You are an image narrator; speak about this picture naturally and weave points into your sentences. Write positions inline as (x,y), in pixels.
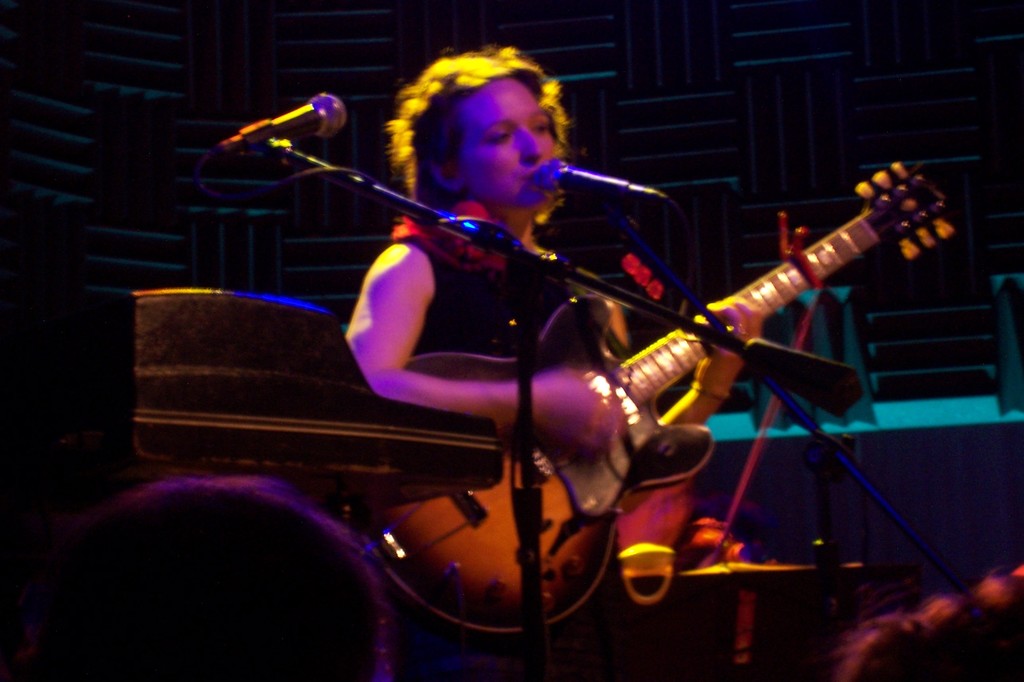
a person (491,168) is singing and playing guitar (829,260). in front of her there are 2 microphones (308,108). behind her there is a black background (139,123). there are pink and yellow lights (479,63) falling on her.
